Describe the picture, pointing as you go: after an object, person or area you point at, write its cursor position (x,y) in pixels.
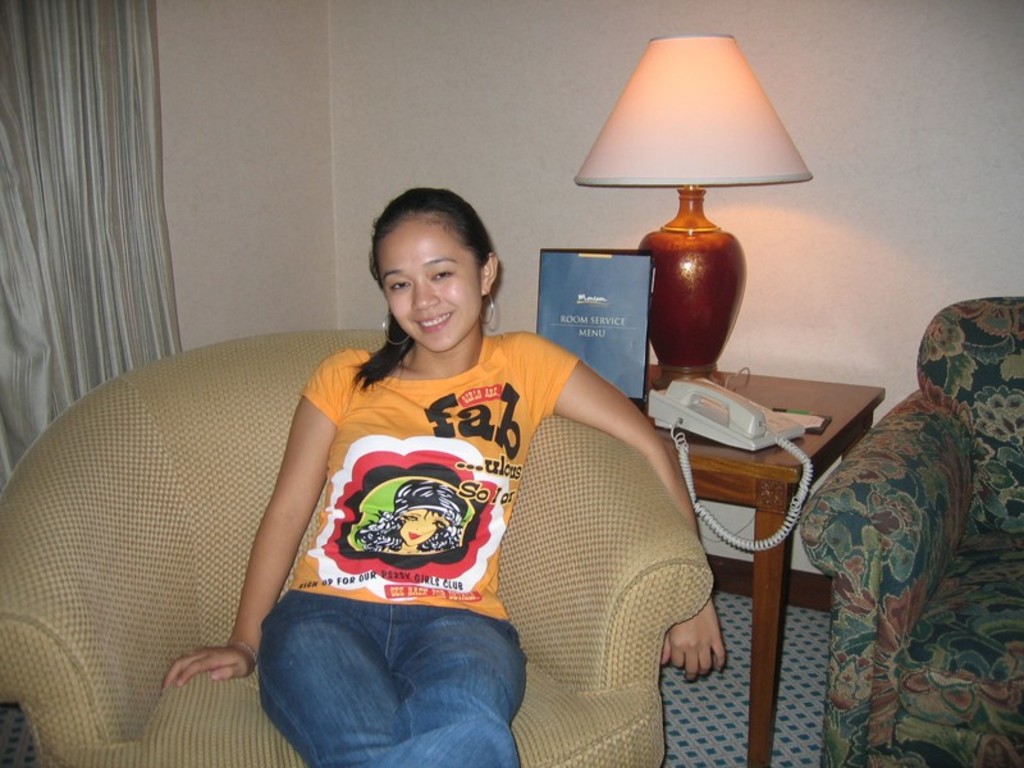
In this image there is a woman (473,708) sitting in a chair (254,391) and in back ground (676,395) there is a book (637,382), land line phone (706,415), lamp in a table (703,456), a curtain (138,136) and a couch (976,416).
